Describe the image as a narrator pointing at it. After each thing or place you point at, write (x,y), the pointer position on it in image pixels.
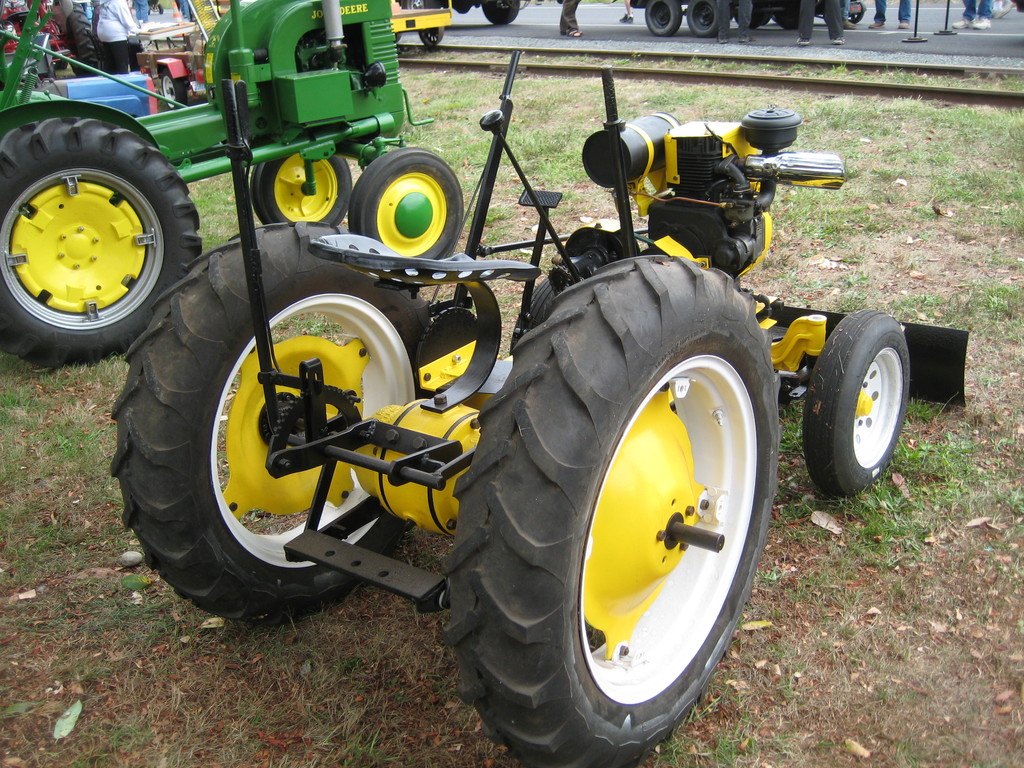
In this image there are some vehicles (381,202) on the surface of the grass (279,630). On the top left side (120,4) there are a few people (110,37) standing, in front of them there is a table (155,43) and there are few vehicles (786,7) and people (626,15) standing on the road (597,15).
